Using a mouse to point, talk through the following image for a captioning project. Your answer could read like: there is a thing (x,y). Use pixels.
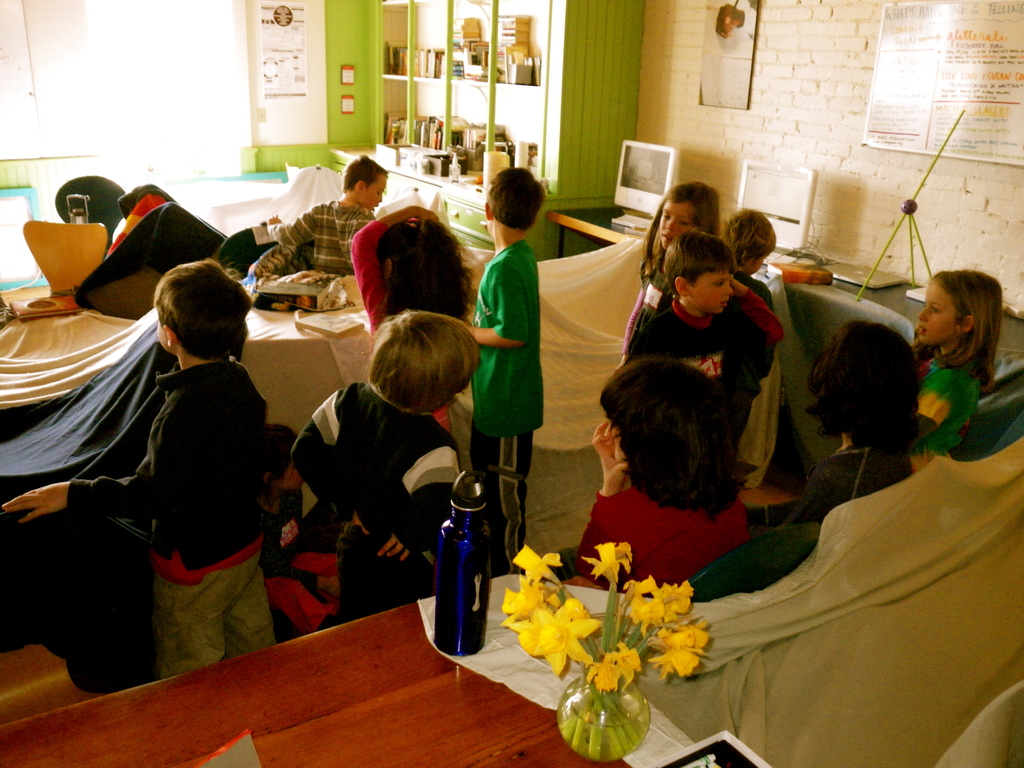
So many people (956,371) in a room (61,572) playing with the chairs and tables (518,753) behind them there are water bottle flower vase (566,599) and a shelf (467,219) with some things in it.
